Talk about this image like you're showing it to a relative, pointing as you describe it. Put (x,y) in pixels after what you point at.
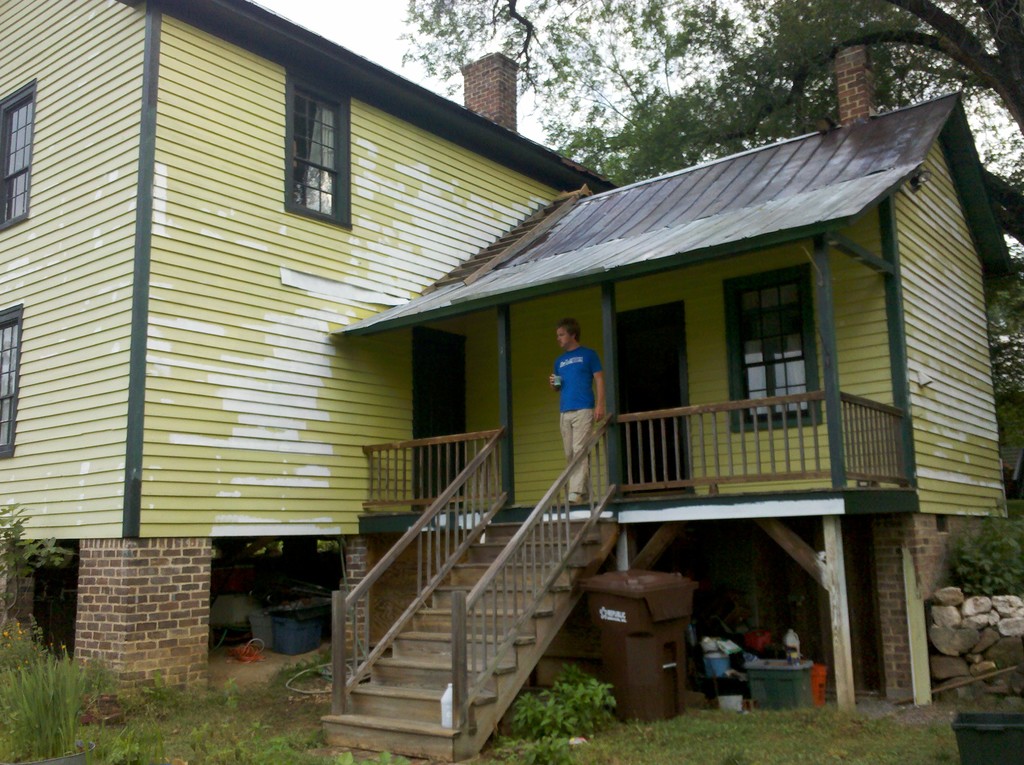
In the center of the image (547,389) we can see a house (616,333), a person (580,358) is standing and stairs (470,609) are present. At the bottom of the image (672,683) we can see garbage bins (654,586), containers (761,672), bottles (787,645) and some objects (736,676) are present. On the right side of the image (972,634) we can see rocks (973,605), trees (995,36) are present. At the bottom of the image (233,703) some plants (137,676), grass (229,716), ground (606,737) are there. At the top of the image (391,41) sky (393,48) is there.
